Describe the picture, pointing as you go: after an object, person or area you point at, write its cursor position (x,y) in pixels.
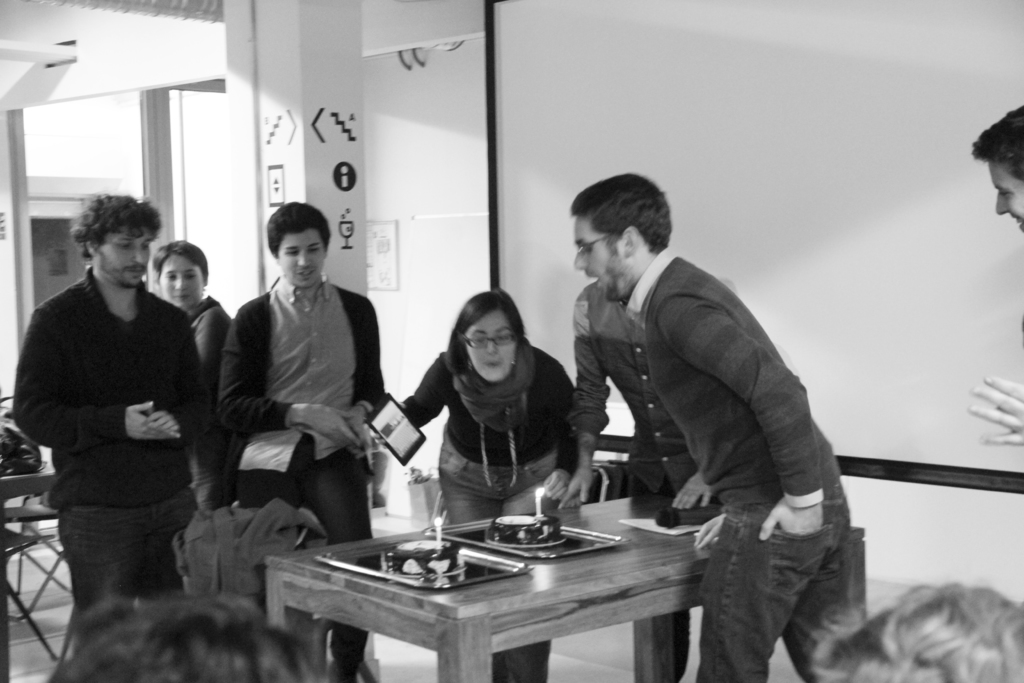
A man (684,312) and woman (519,351) are blowing candles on their birthday cakes (530,523). Few people (329,413) are standing around them.
